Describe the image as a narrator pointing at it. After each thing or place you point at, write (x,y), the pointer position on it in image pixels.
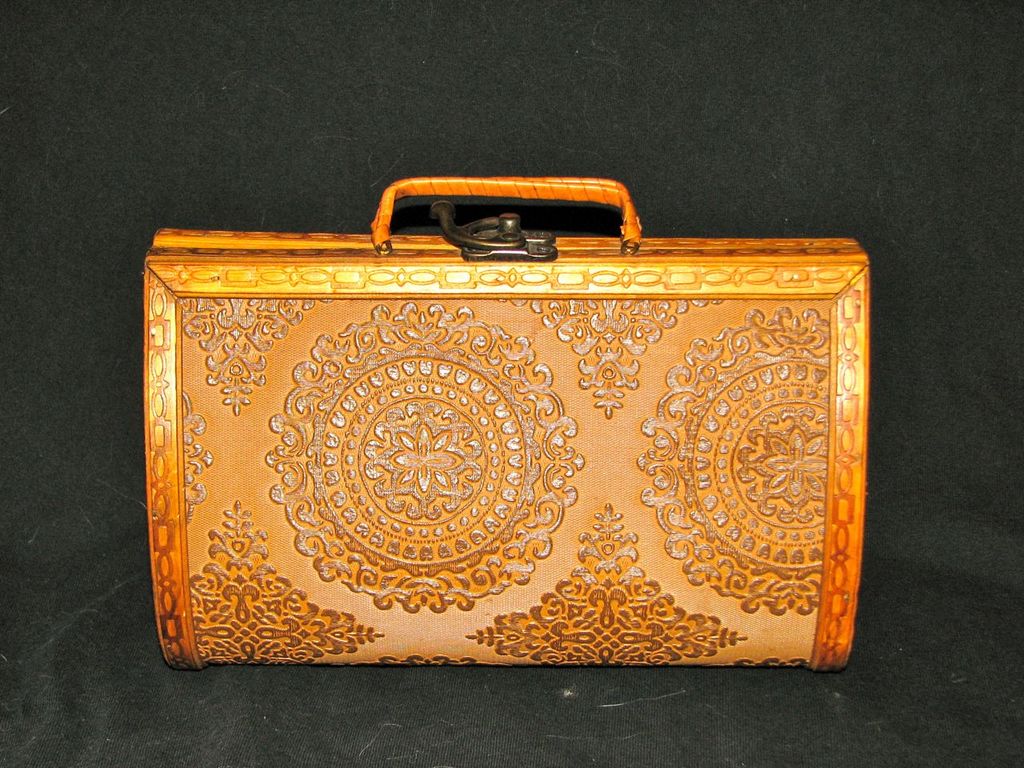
This is a bag (708,353) in orange and it has a lock (504,251).
